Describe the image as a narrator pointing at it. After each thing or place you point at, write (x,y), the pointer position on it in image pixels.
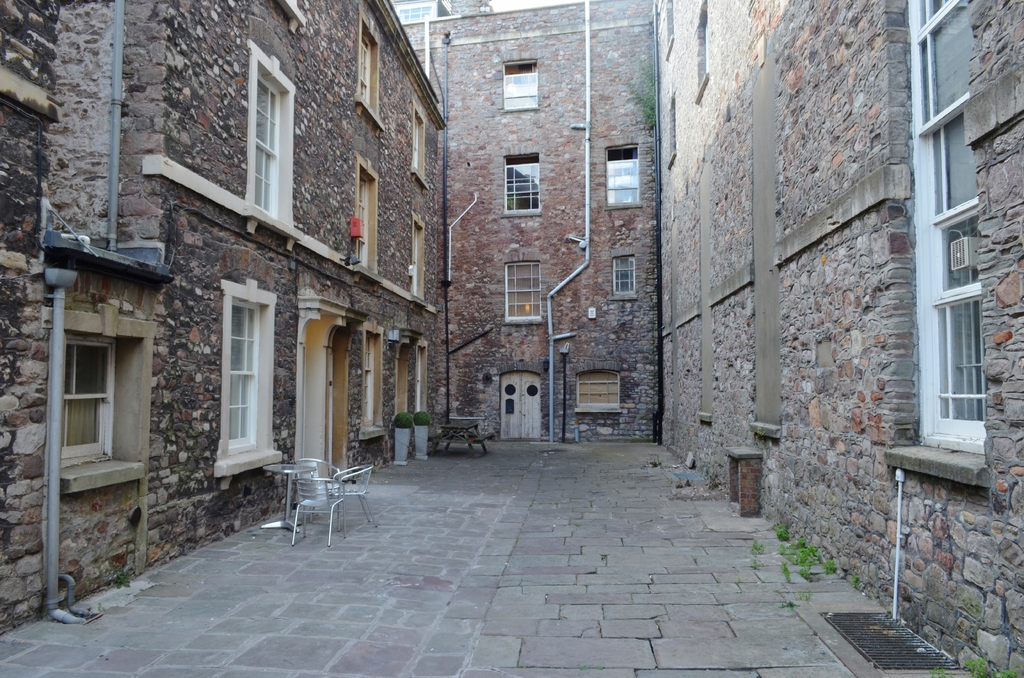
In this image I can see there are buildings (647,248) made up of stones (662,185). On the left side (313,493) there are chairs (312,493) and a table (289,521), there are window glasses (512,284) to these walls (556,236).
